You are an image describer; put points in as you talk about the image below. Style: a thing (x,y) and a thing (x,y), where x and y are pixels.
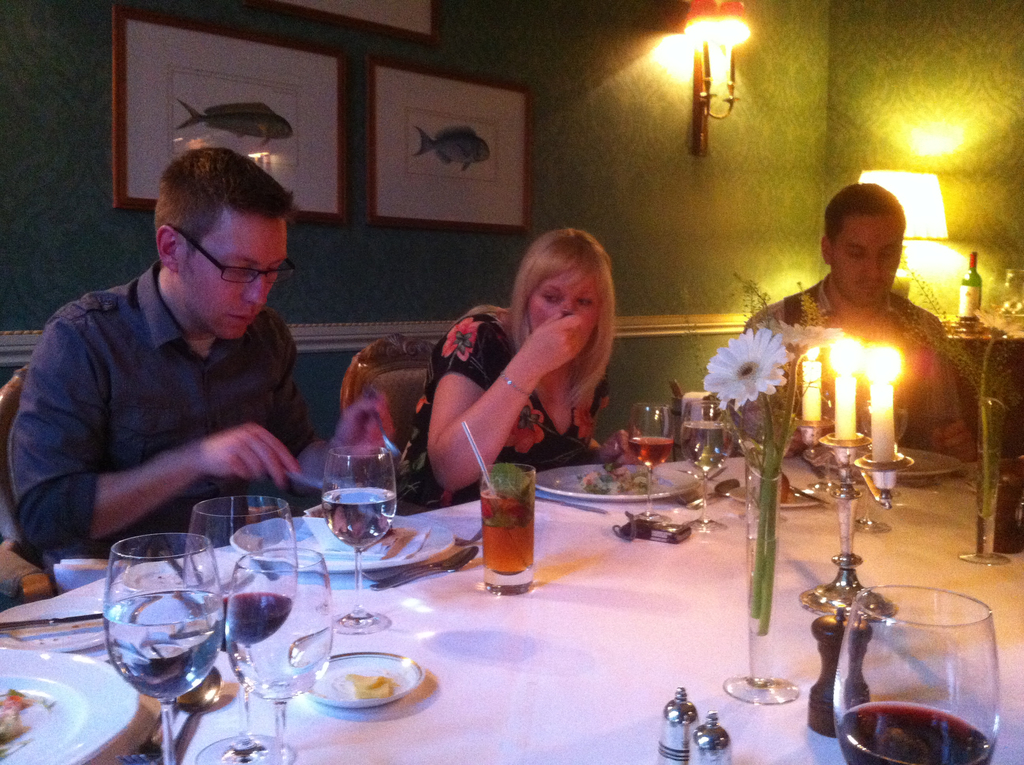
In this picture we can see two men (235,399) and one woman (556,290) sitting on chair (382,390) and in front of them there is table (484,637) and on table (761,736) we can see glasses (857,649), plates (23,645) with some food (631,465), vase (751,586) flower (756,358) in it, candle stand (808,423) with candles (841,428) and in background (368,93) we can see wall (549,108) with frames (164,93), light (703,147).
